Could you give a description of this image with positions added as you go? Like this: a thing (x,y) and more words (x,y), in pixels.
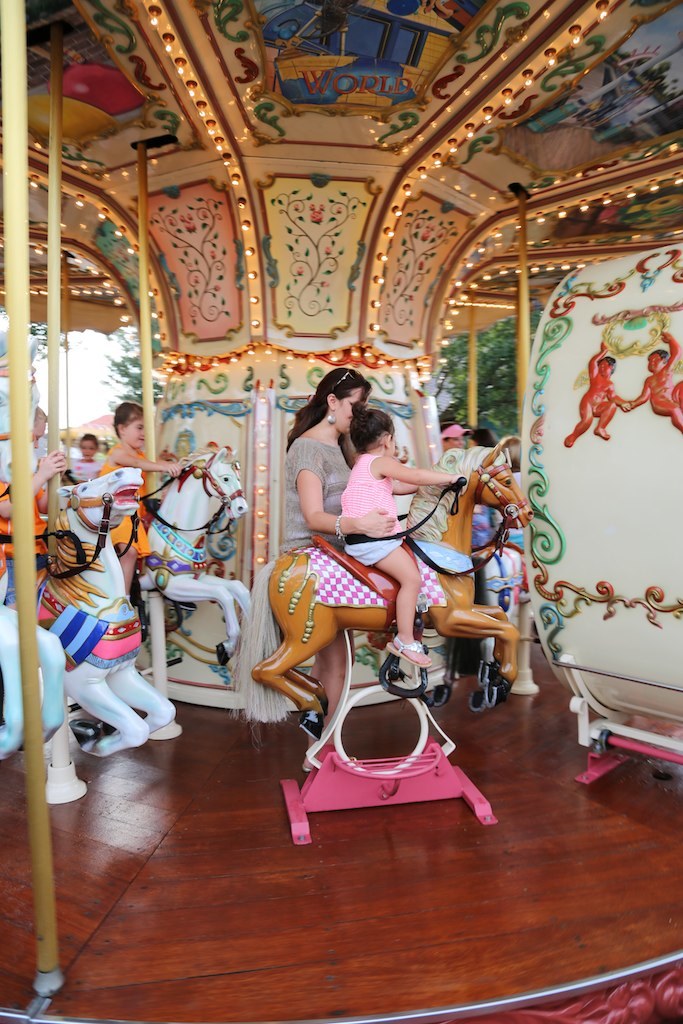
In the image there are kids (360,445) riding carnival horse (327,595) and a woman (314,518) standing in the middle (347,394) on the wooden floor (224,973).
